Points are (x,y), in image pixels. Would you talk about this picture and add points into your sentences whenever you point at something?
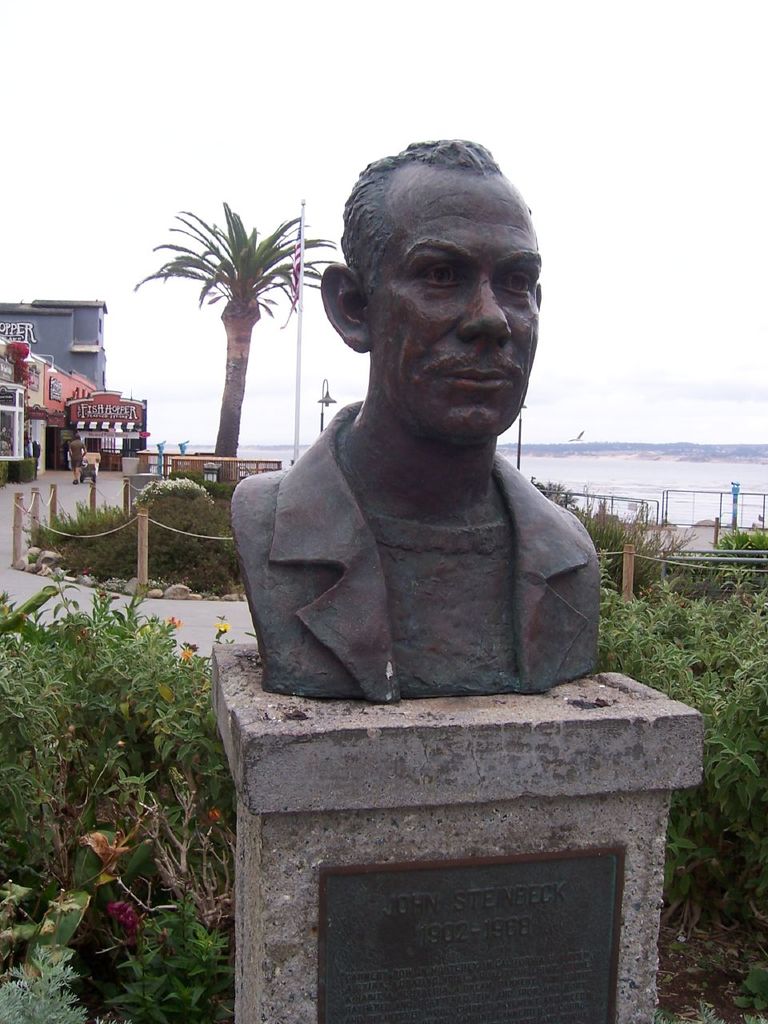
In the image we can see there is a human statue (582,571) kept on the podium wall (563,814) and there are plants (39,870) on the ground (49,500). Behind there is a tree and there are building (136,417). There is water (622,461) and there is a cloudy sky (428,74).
